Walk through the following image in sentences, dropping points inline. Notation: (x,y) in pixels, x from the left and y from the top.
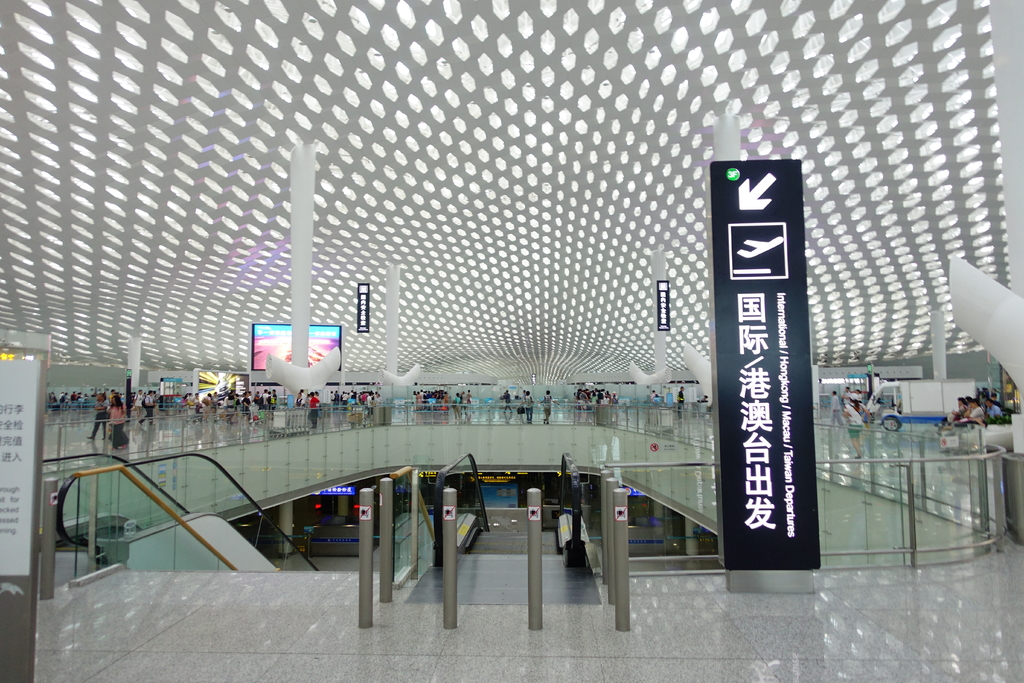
In front of the picture, we see the poles (448,495) or iron rods (531,491), stair railing (430,529) and the escalator (465,553). On the left side (5,423), we see a board (35,622) in white color with some text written on it. On the right side (845,497), we see the glass railing (870,494) and a board (795,320) in black color with some text (757,306) written on it. In the background (272,399), we see the people (422,393) are standing and we even see the pillars (295,312), television (322,347) and a wall (339,391). At the top (288,162), we see the ceiling (474,256). This picture might be clicked in the airport (602,337).
